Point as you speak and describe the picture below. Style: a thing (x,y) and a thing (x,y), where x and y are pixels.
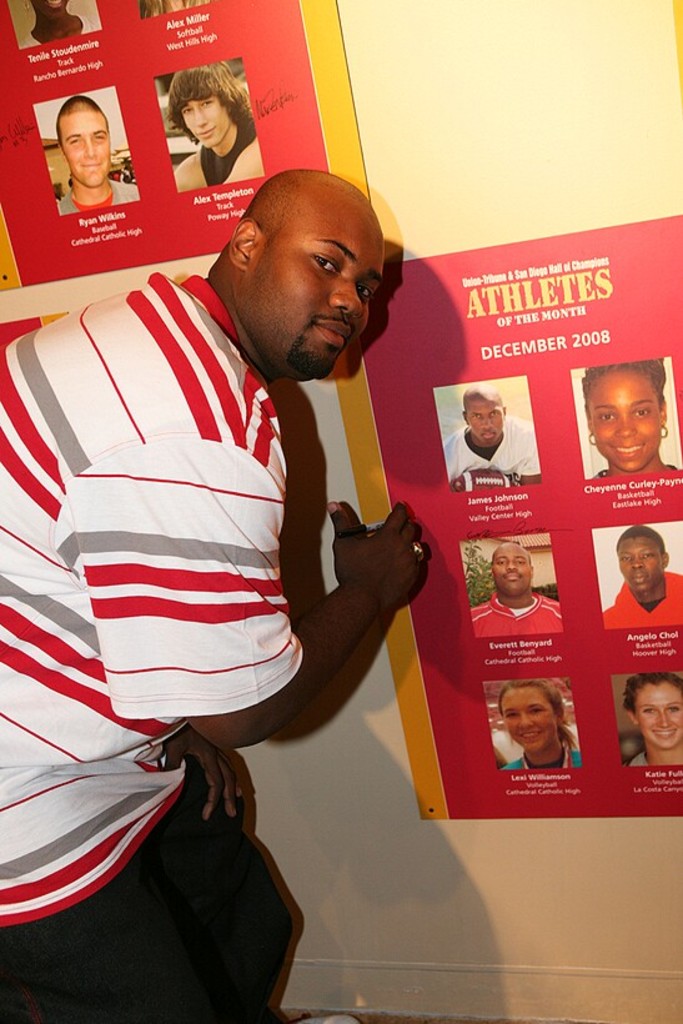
Here in this picture we can see a person (117,386) standing over place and behind him on the wall (315,395) we can see some posters (150,58) with pictures (682,684) of people (625,459) present on it and we can see the person (326,333) is smiling.
